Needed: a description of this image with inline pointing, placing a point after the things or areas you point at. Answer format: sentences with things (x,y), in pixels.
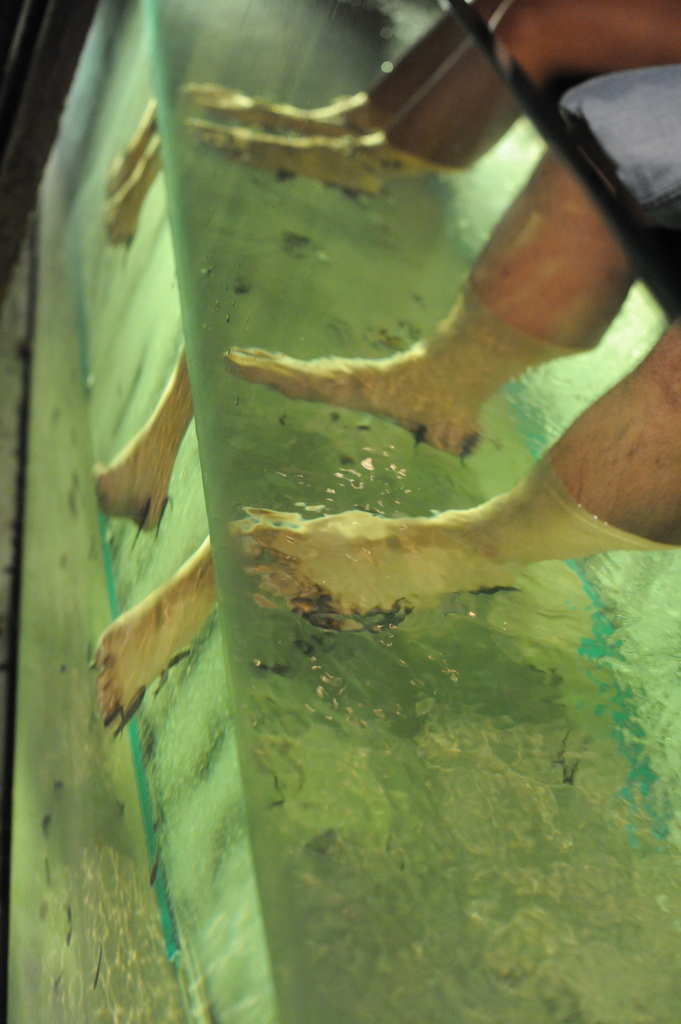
In this image, we can see legs (585,218) of two persons (475,53), there is water (429,456) and a mirror (122,541).
